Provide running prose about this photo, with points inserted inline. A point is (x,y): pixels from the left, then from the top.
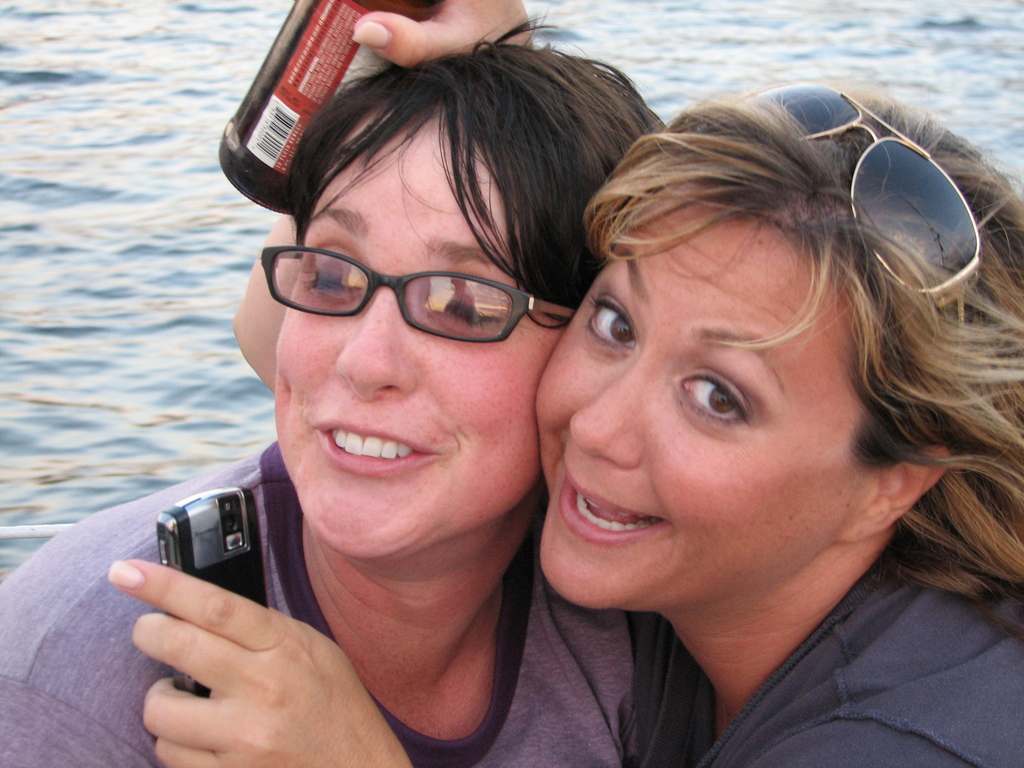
In this image we can see two ladies (605,670). The lady (749,705) standing on the right (839,586) is holding a bottle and a mobile (259,586) in her hand (252,611). In the background (132,371) there is water (855,33).
